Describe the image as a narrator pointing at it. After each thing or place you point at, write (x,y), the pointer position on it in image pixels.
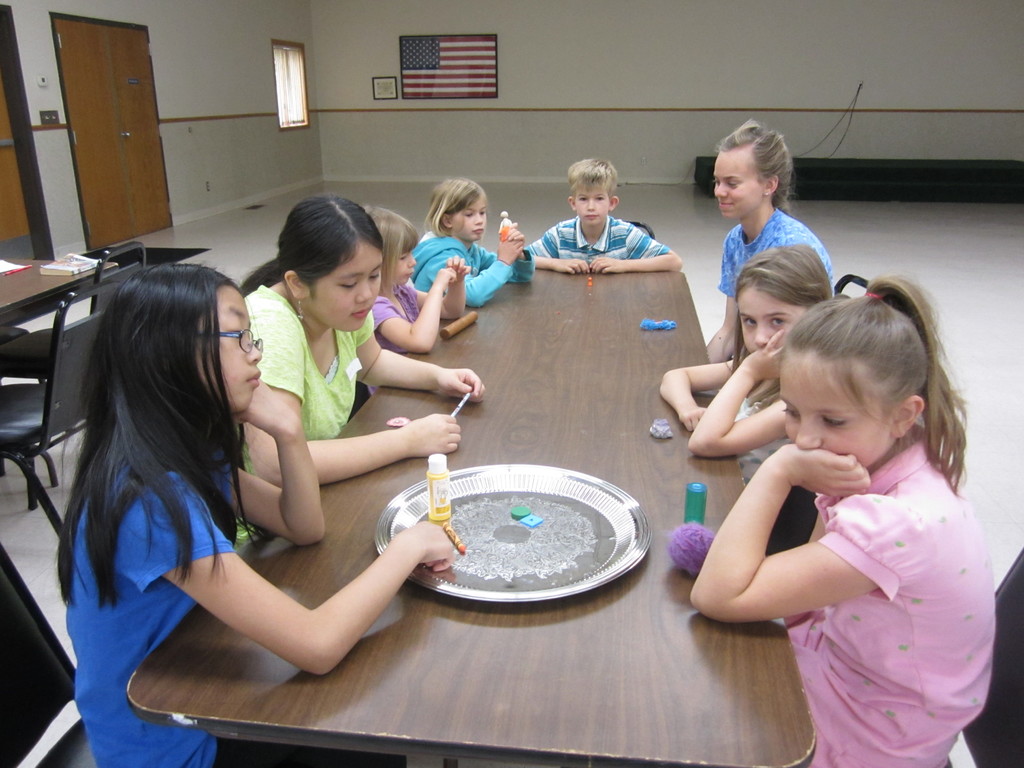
There are group of children (716,563) sitting in front of table (255,664) and there is a plate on that.
